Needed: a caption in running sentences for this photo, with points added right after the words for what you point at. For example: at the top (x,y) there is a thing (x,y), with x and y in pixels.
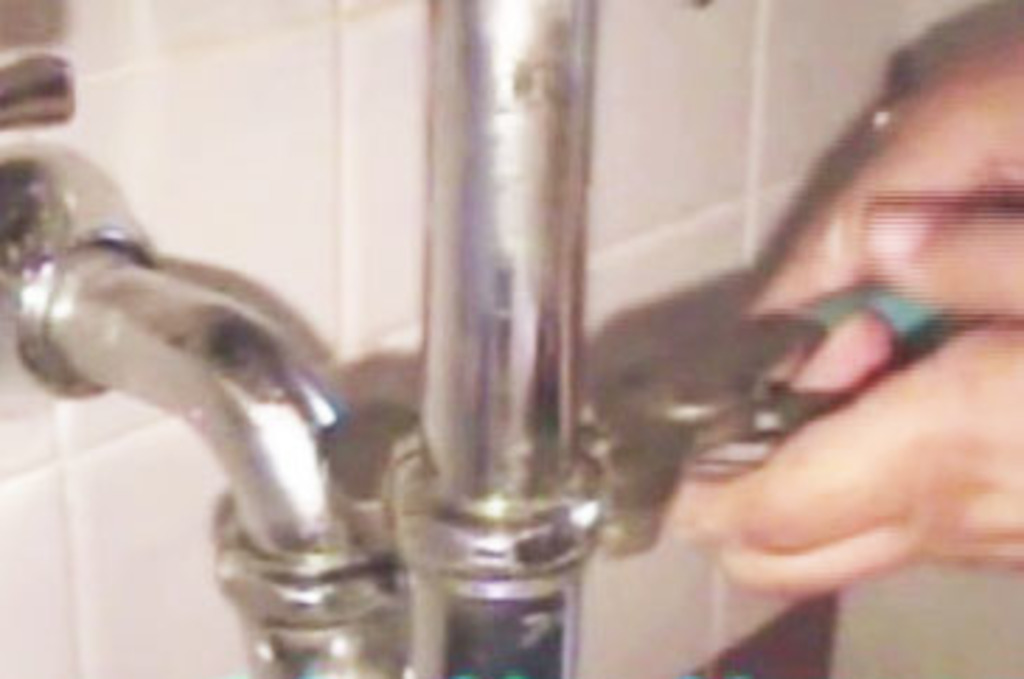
In the image we can see a human hand (841,479), there are the tiles (249,133), white in color and steel pipe (447,478).
